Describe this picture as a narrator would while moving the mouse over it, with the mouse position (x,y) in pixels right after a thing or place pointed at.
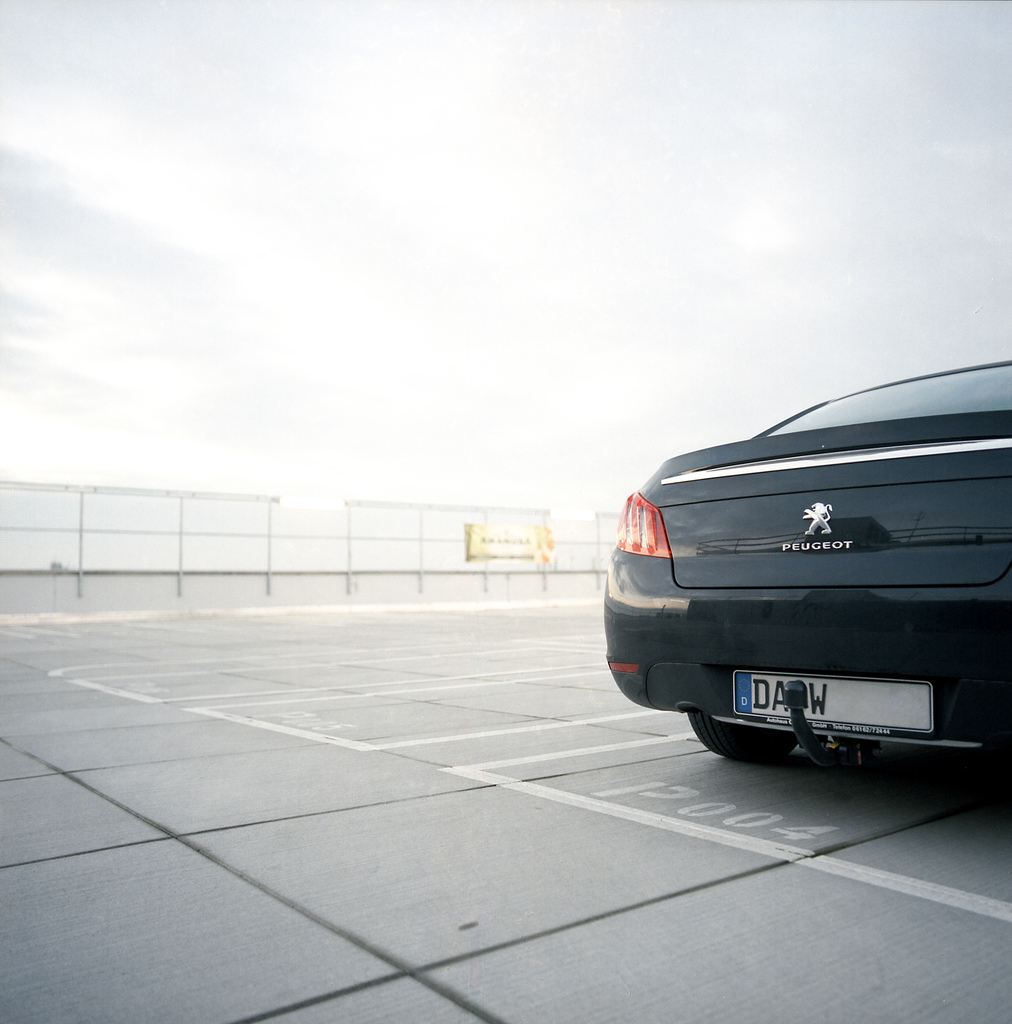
On the right side (916,523), there is a vehicle (917,517) on the road (947,820) on which, there are white color lines (982,899). In the background (576,531), there is a fence (64,528) and there are clouds (573,124) in the sky (561,201).
